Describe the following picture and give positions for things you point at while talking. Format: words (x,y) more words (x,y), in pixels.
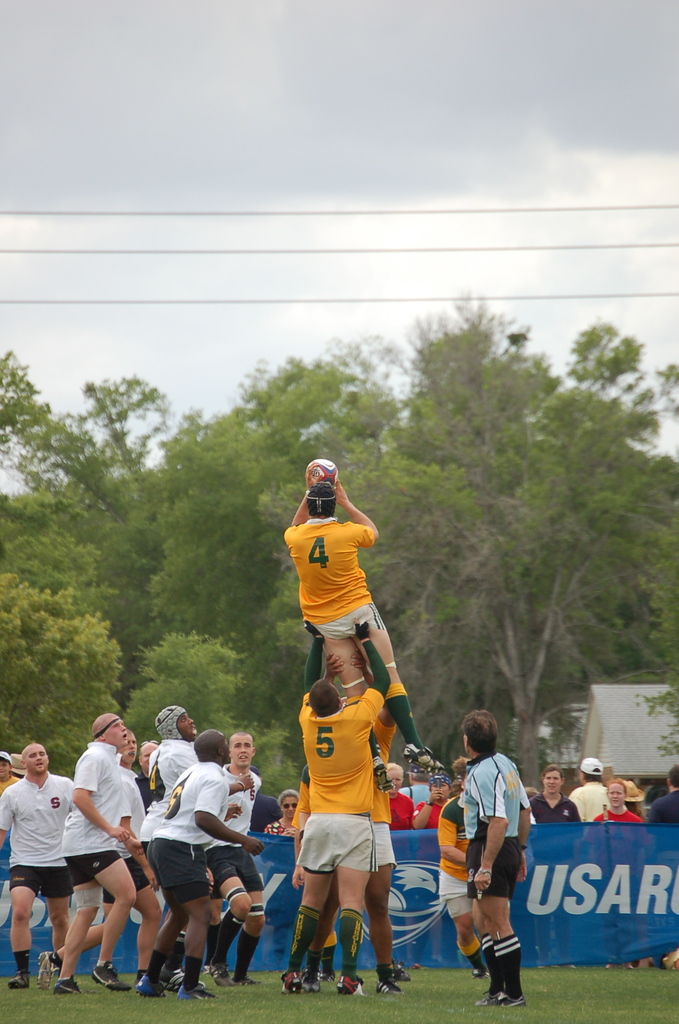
This is a playing ground (157,1012). Here I can see few men (154,808) wearing t-shirts (144,812), shorts (174,883), standing and carrying a man (345,601) in the hands (304,618) who is holding a ball (329,473). In the background (403,937) there is a blue color board (582,906). At the back of this board (611,843) many people (548,804) are standing and looking at the people (223,812) who are in the ground (160,1005). In the background (392,510) there are many trees (488,467). At the top (455,100), I can see the sky (275,112) and some wires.
